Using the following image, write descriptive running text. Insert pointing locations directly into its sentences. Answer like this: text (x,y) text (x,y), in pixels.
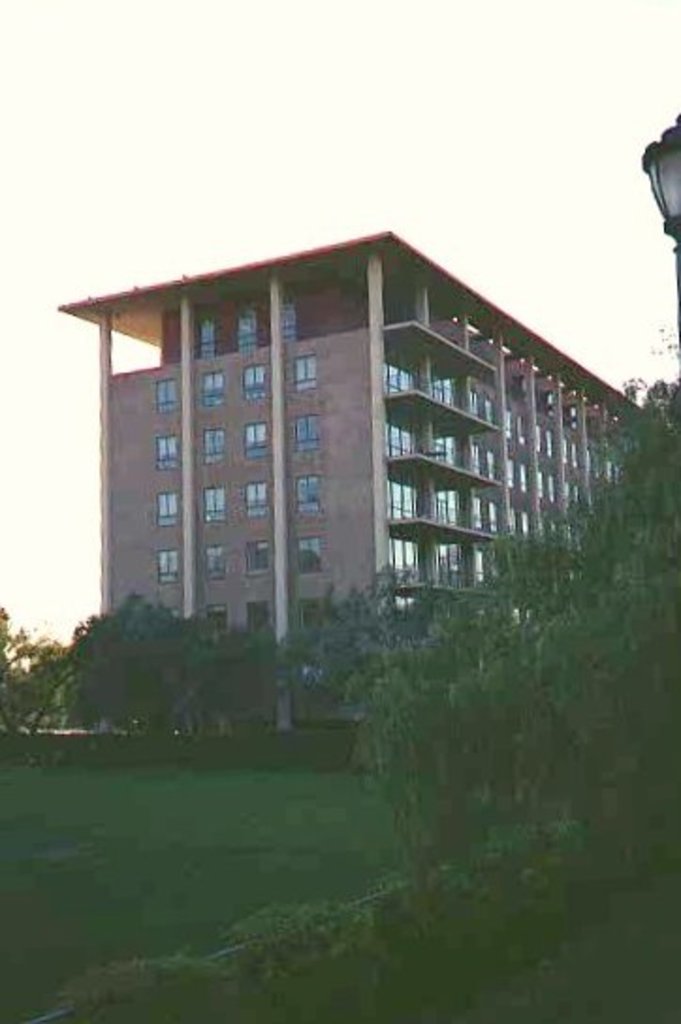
In this image I can see the grass (231,888). I can see the trees (432,805). On the right side (677,190), I can see the light (672,182). In the background (397,446), I can see the building (295,504) with the windows (214,560).
